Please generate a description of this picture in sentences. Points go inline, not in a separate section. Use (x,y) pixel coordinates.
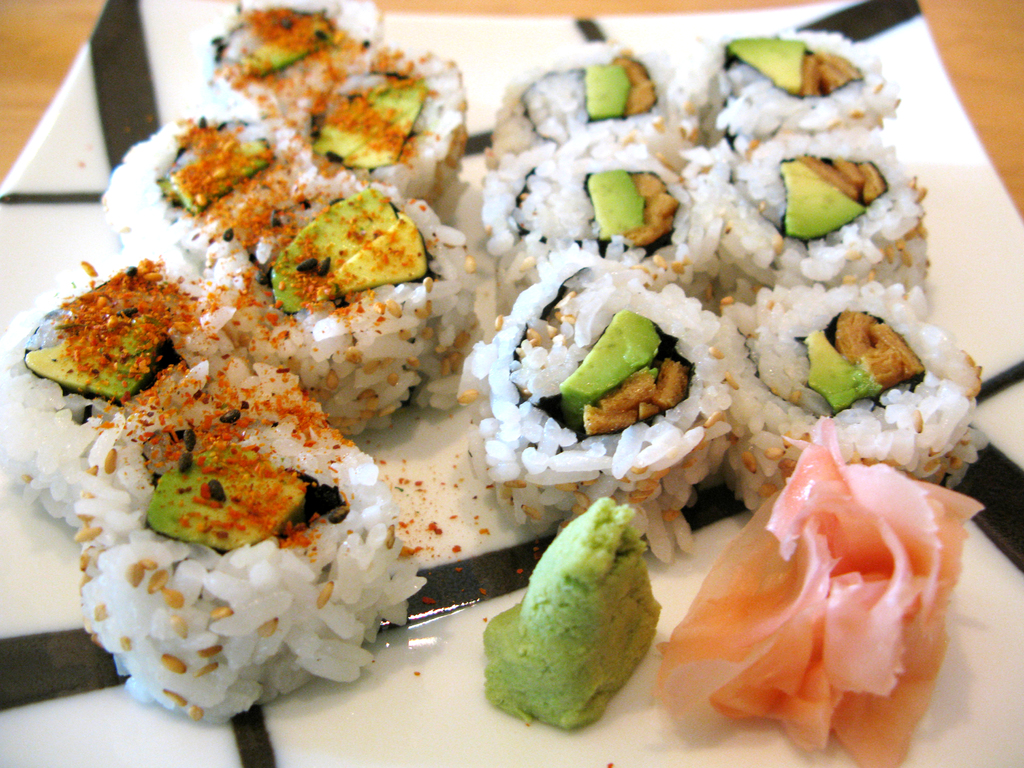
In this picture we can see a plate (367,646) on the wooden surface (1003,81) with food items (550,558) on it.
